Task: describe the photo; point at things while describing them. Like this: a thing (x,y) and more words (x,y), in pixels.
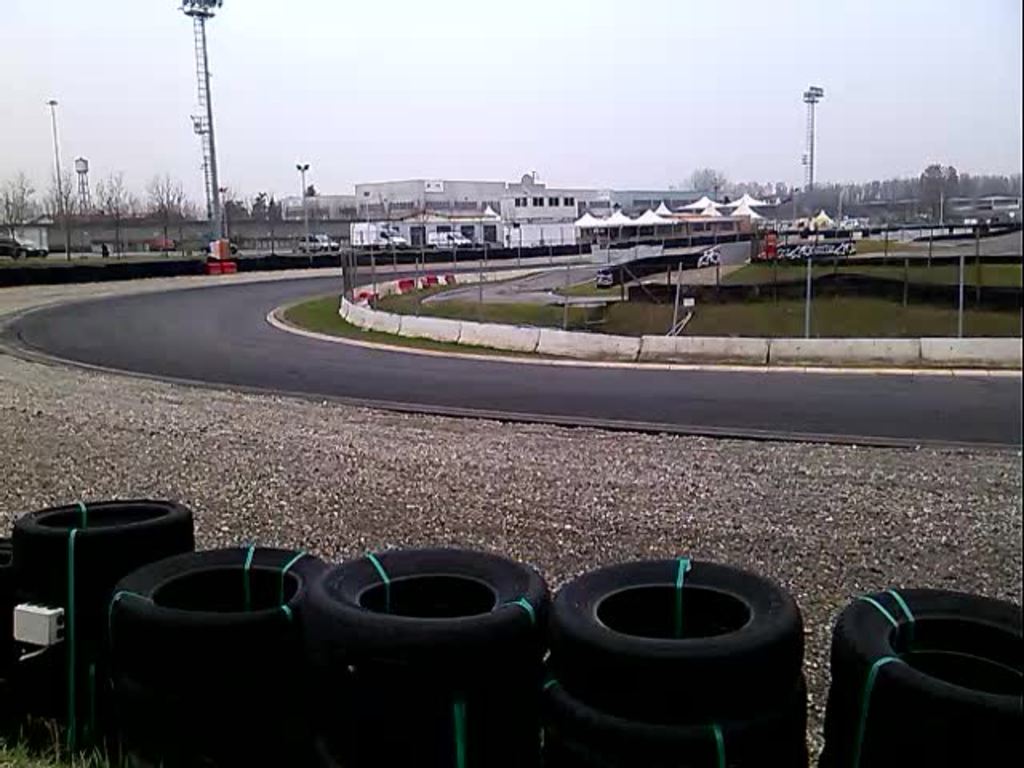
This picture is clicked outside the city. At the bottom of the picture (348,589), we see tyres (509,634). Beside that, we see a road (307,357). On the right side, we see white color tents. Beside that, we see poles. On the left side (323,240), we see vehicles (460,241) moving on the road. Beside that, we see a tower (80,185) and poles (215,228). There are buildings (504,215) in the background (553,230). We even see electric pole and a tower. There are trees (854,186) and poles (815,181) in the background (803,192). At the top of the picture (598,78), we see the sky (556,123).
